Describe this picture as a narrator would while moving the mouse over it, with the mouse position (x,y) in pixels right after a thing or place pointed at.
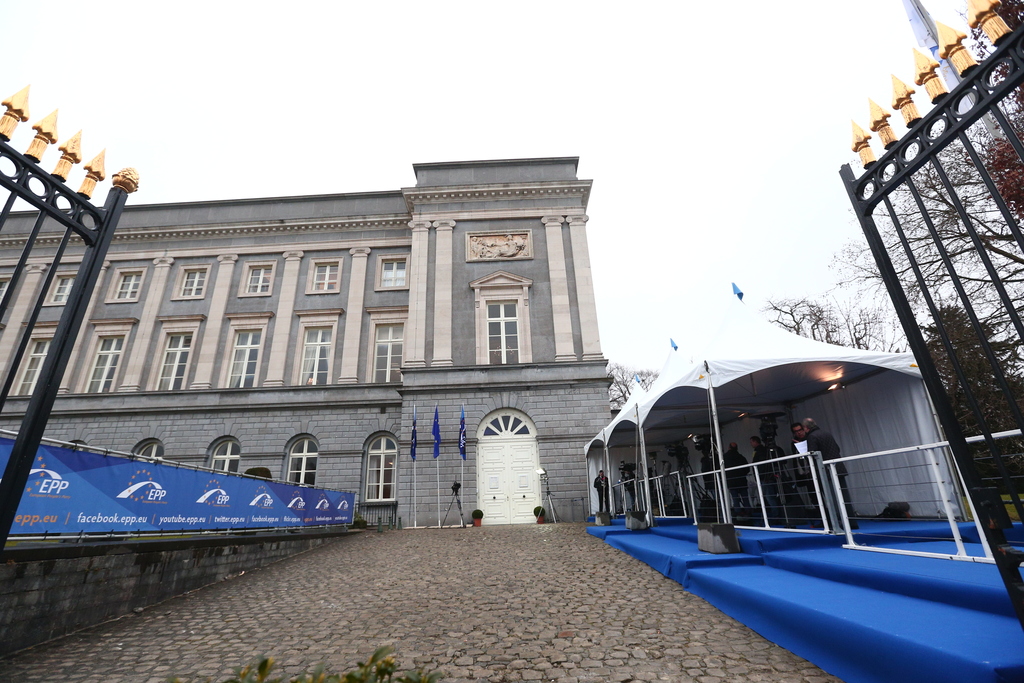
In this picture I can see the path (415,580) in front (468,584) and I see the gate (15,153) on both the sides and I see the banners (84,476) on the left side of this image (155,506) on which there is something written and on the right side of this image (716,441) I see the shed (682,408) and under that I see number of people (727,478) and I see the building (309,320) in the middle of this image (388,240) and in the background (639,343) I see the sky (639,357) and the trees (863,273) and I see 3 flags (437,414) in front the building (431,402).
